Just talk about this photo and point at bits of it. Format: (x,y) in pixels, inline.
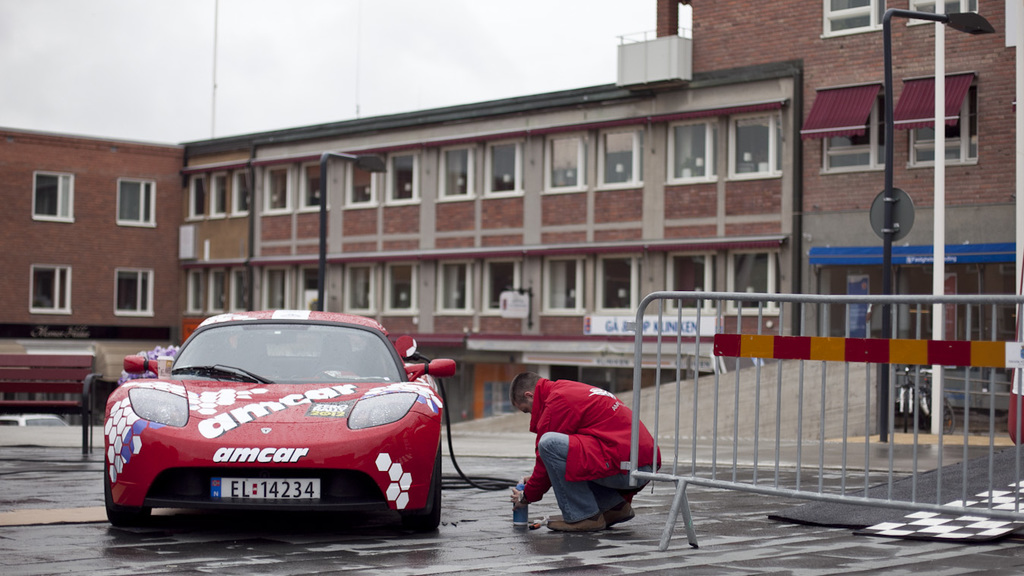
In this picture we can see a building (448,175) with windows (419,197). Here we can see a red car (379,457). Here we can see a man (618,466) in a squat position. This is a railing (992,410). Here we can see a light (965,20) and a board (879,205) with a pole (892,213).
